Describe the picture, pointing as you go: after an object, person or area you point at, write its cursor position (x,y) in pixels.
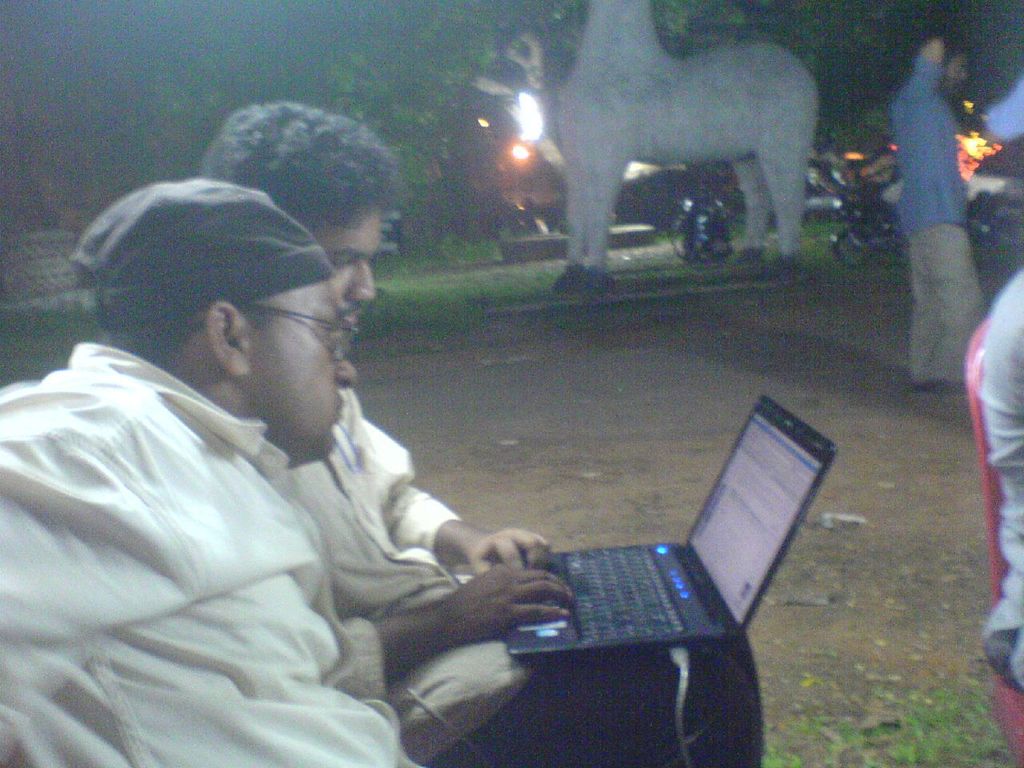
In this image there is a man (407,597) working with the laptop (642,578). Beside him there is another man (205,567) who is looking in to the screen (777,497). In the background (835,2) there is a tree (373,39). Beside the tree (407,50) there are lights (521,117). On the right side (1003,346) there is a person (989,380) sitting in the chair (977,367). In the background (874,198) there are bikes (859,204) parked on the ground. In the middle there is an animal (663,123) on the floor (695,290).
